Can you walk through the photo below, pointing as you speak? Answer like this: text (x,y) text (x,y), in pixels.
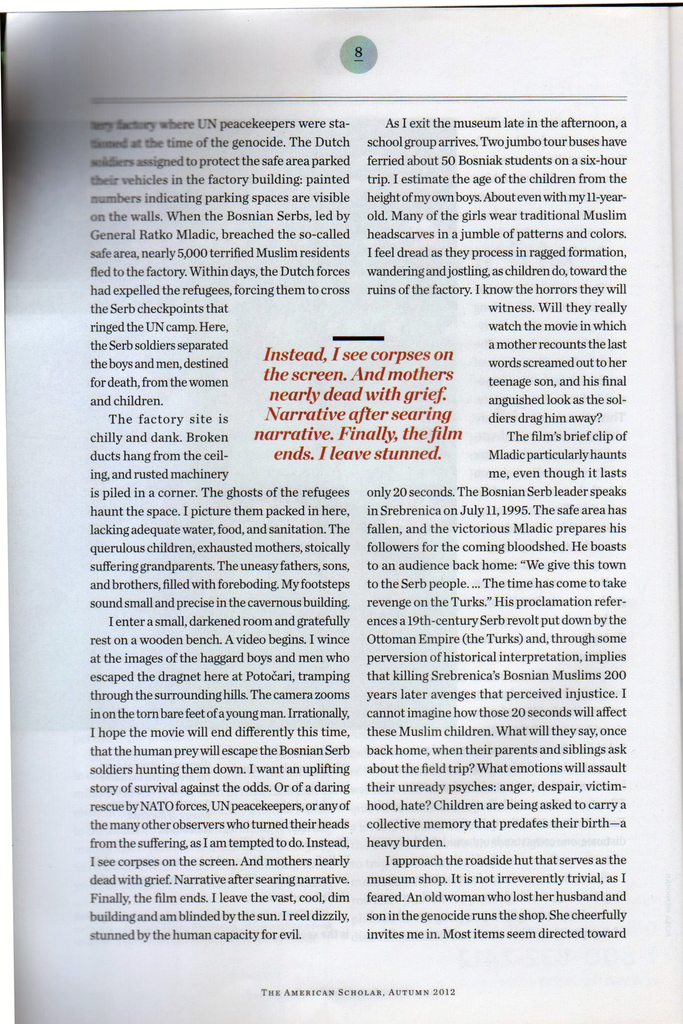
In the picture we can see a paper (461,848) which is white in color with some information (488,855) on it and the page number (343,49) is 8 mentioned at the top of the information (497,858).
